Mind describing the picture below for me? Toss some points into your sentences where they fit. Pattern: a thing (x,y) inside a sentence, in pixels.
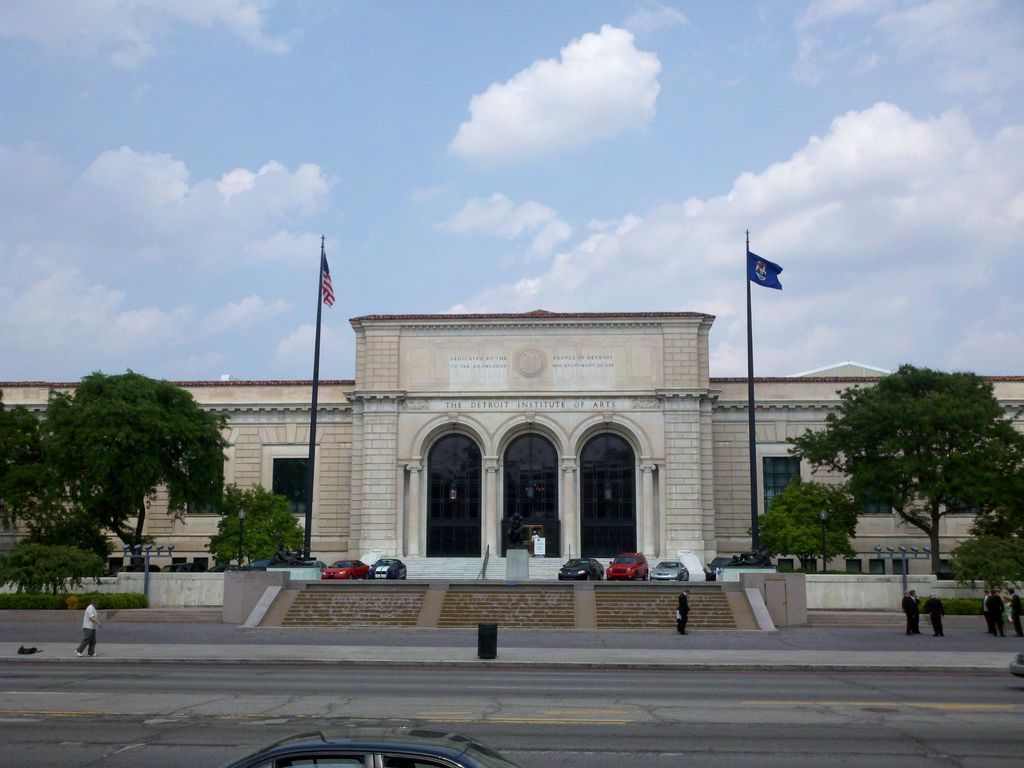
In the picture I can see people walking on the road (134,749), I can see a car (416,767) here, I can see a few more cars (561,575) parked there, I can see flags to the poles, trees (883,450), stone building (546,514) and the blue color sky (250,142) with clouds (597,126) in the background (597,126).
